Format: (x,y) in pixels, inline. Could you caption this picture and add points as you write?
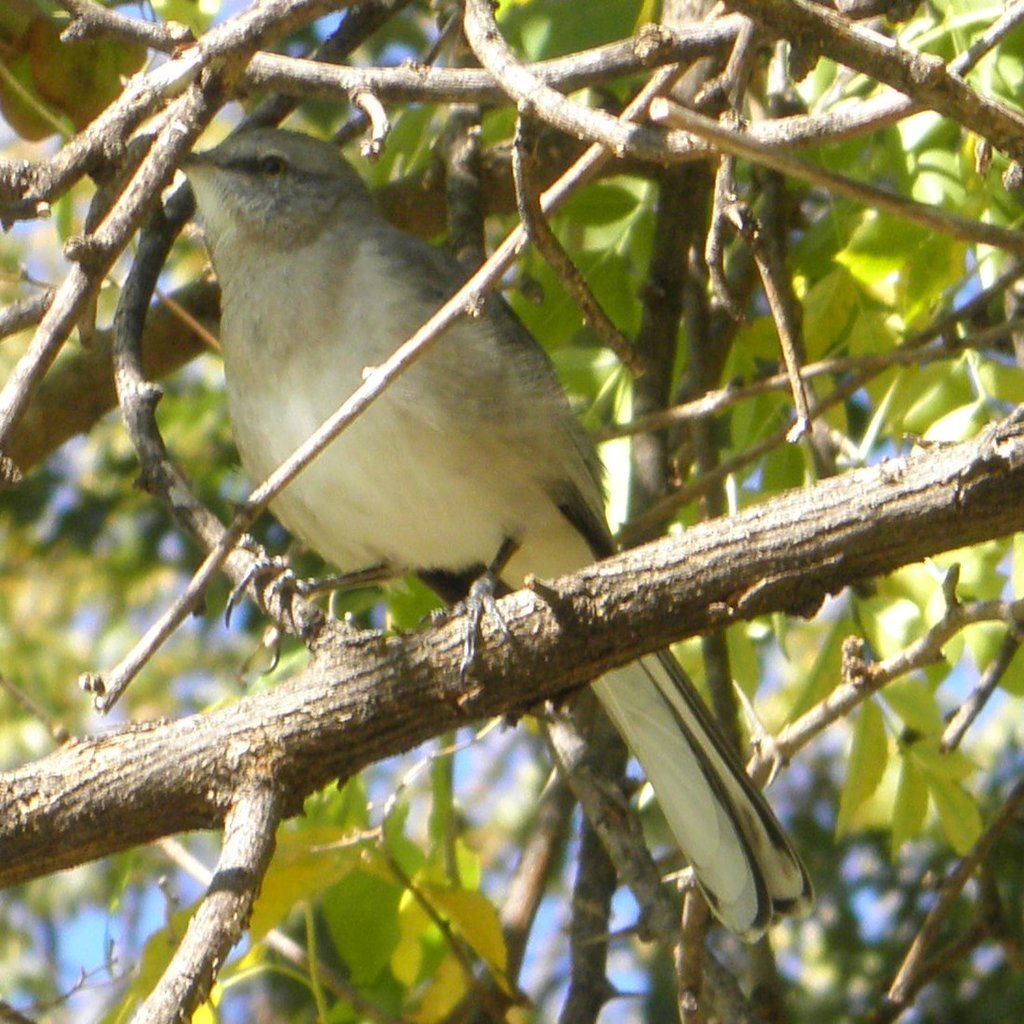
In this image I can see a bird (442,440) which is cream, black and brown in color is on the tree branch (719,565). In the background (438,764) I can see few trees (290,824) and the sky (420,800).
